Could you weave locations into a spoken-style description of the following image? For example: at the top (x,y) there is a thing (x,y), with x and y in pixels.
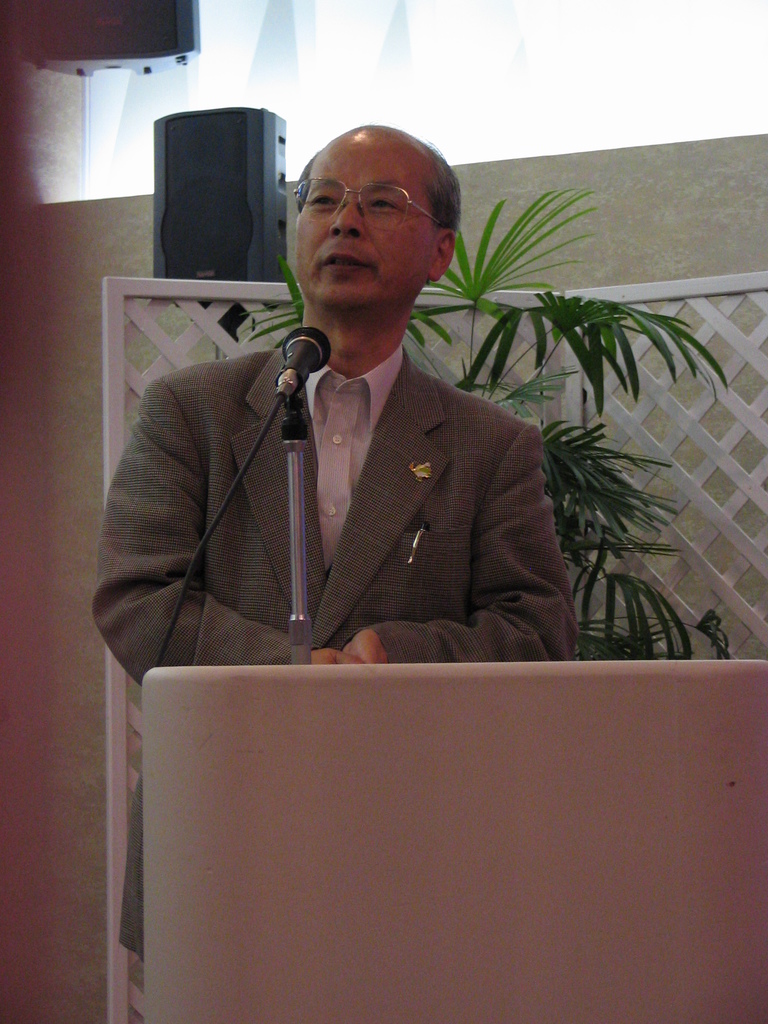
In this picture we can see a man (402,517) standing in front of a microphone (294,448), there is a speech desk (606,818) here, we can see a plant (561,517) and a speaker (262,211) in the background (220,202).
